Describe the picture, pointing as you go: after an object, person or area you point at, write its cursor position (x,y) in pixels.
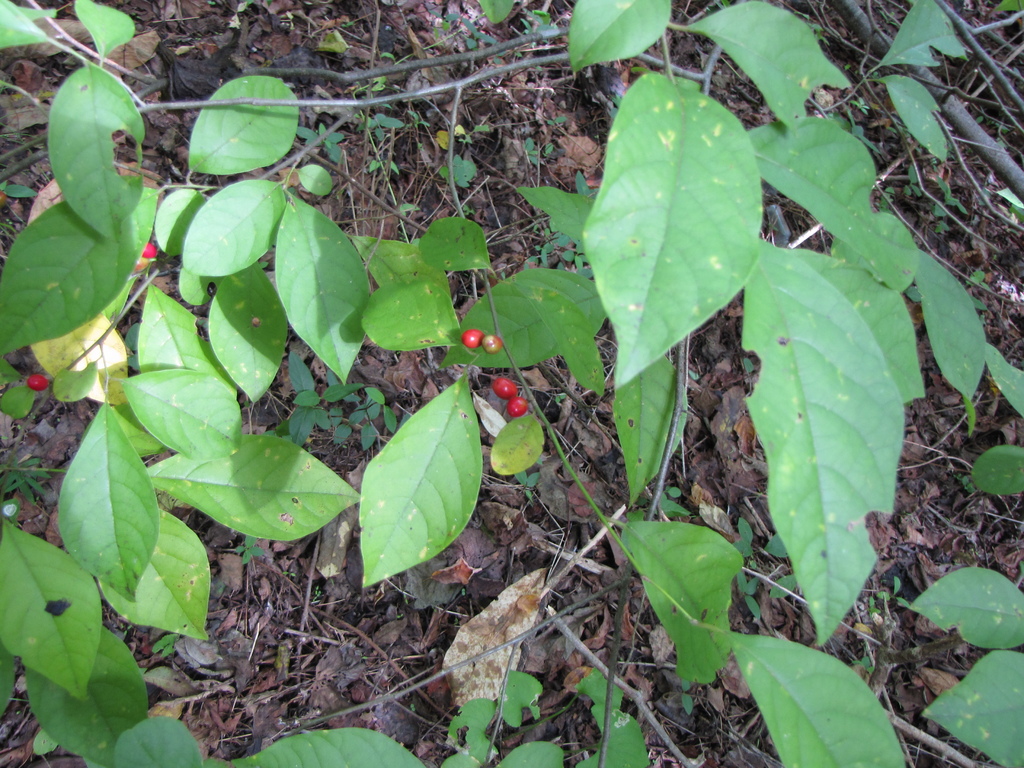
In this image I can see some plant leaves (819,151) and there are some fruits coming out of this plant (468,360).
